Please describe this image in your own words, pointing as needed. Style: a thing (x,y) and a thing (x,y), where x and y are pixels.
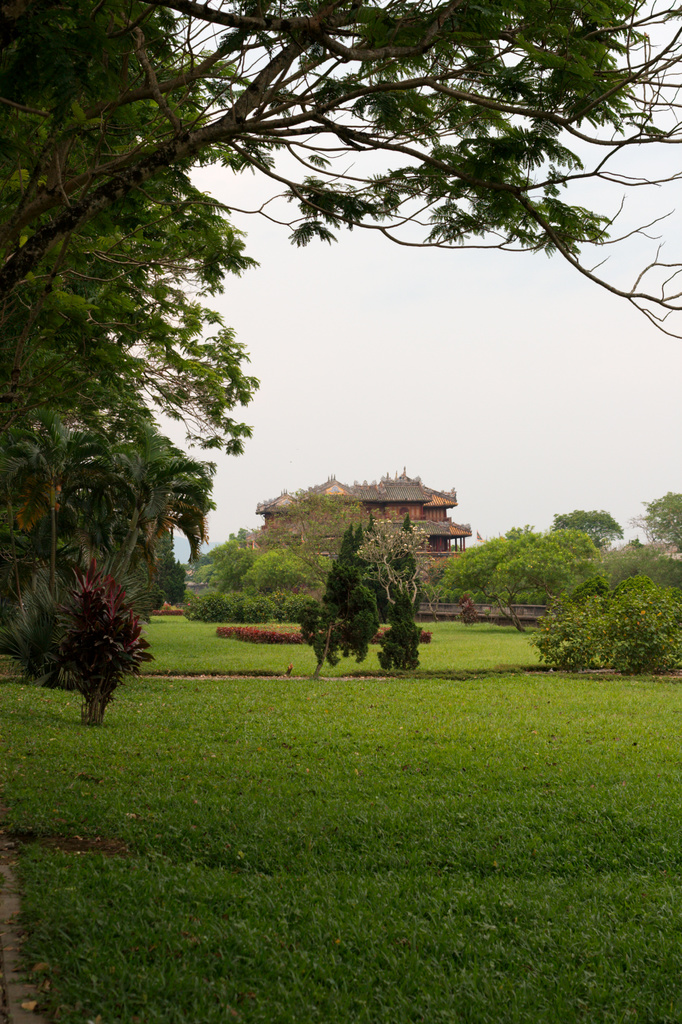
In the foreground of this image (379,970), there is the grassland (339,813), few plants (626,646), trees (313,543), a building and the sky (434,371).
